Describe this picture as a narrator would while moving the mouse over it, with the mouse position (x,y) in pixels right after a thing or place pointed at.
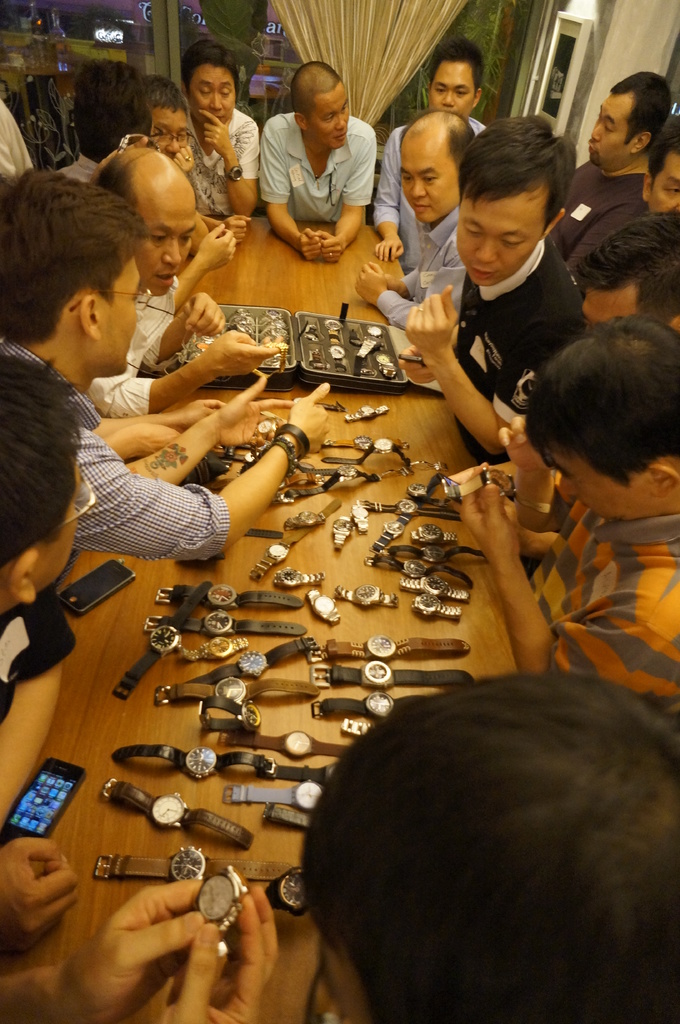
Here we can see few persons (475,414) around the table (127,818). On the table (97,780) there are watches (355,683), box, and mobiles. In the background (312,58) we can see a curtain (377,83), frame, and glass (288,81).
